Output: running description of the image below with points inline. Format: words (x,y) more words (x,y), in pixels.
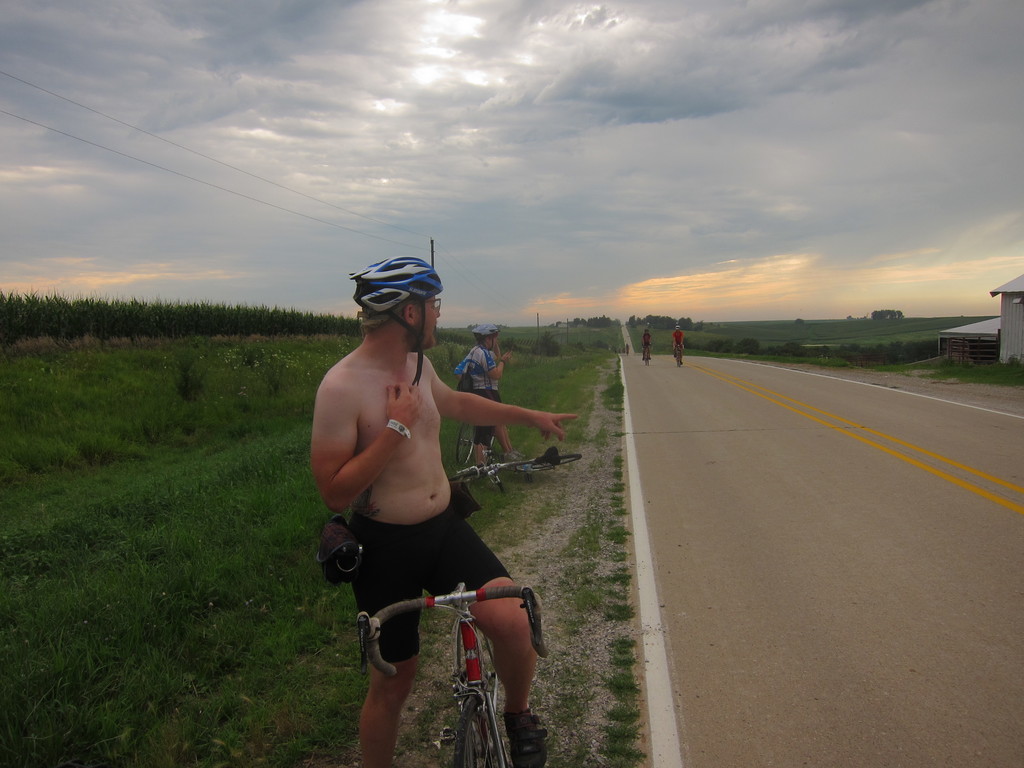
In this image a person (390,707) wearing a helmet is standing with a bi-cycle (544,653). Behind to him there are two persons (485,387) standing and a bicycle (531,463) is on the ground (544,488). At the right side (712,671) there is a road (669,442) and house (961,327). Two persons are riding bicycle (648,357) on the road (736,508). Both sides of the road (844,490) there are plants (690,336) and grass (595,380). At the left side (28,313) there are few trees (171,332). At the top of the image (368,131) there is a sky (382,123) with clouds (418,209).
